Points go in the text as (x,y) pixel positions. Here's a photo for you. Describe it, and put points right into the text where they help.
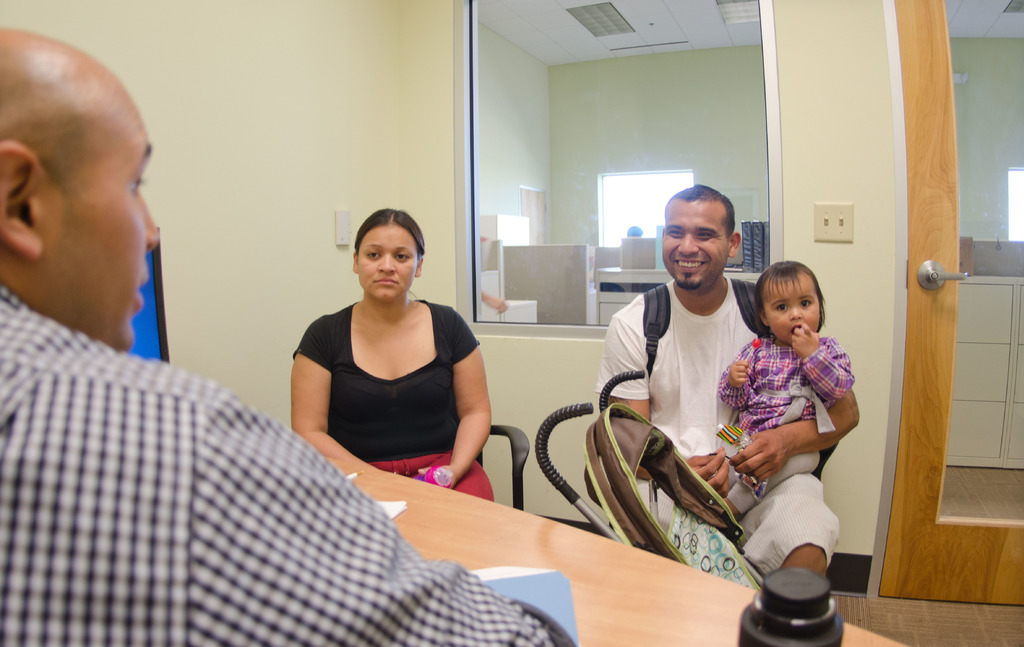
In this image I can see group of people (373,448) sitting. In front the person (451,406) is wearing black and red color dress (451,406). In the background (688,51) I can see few glass doors (717,120) and I can see few objects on the table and the wall (339,131) is in cream color.
